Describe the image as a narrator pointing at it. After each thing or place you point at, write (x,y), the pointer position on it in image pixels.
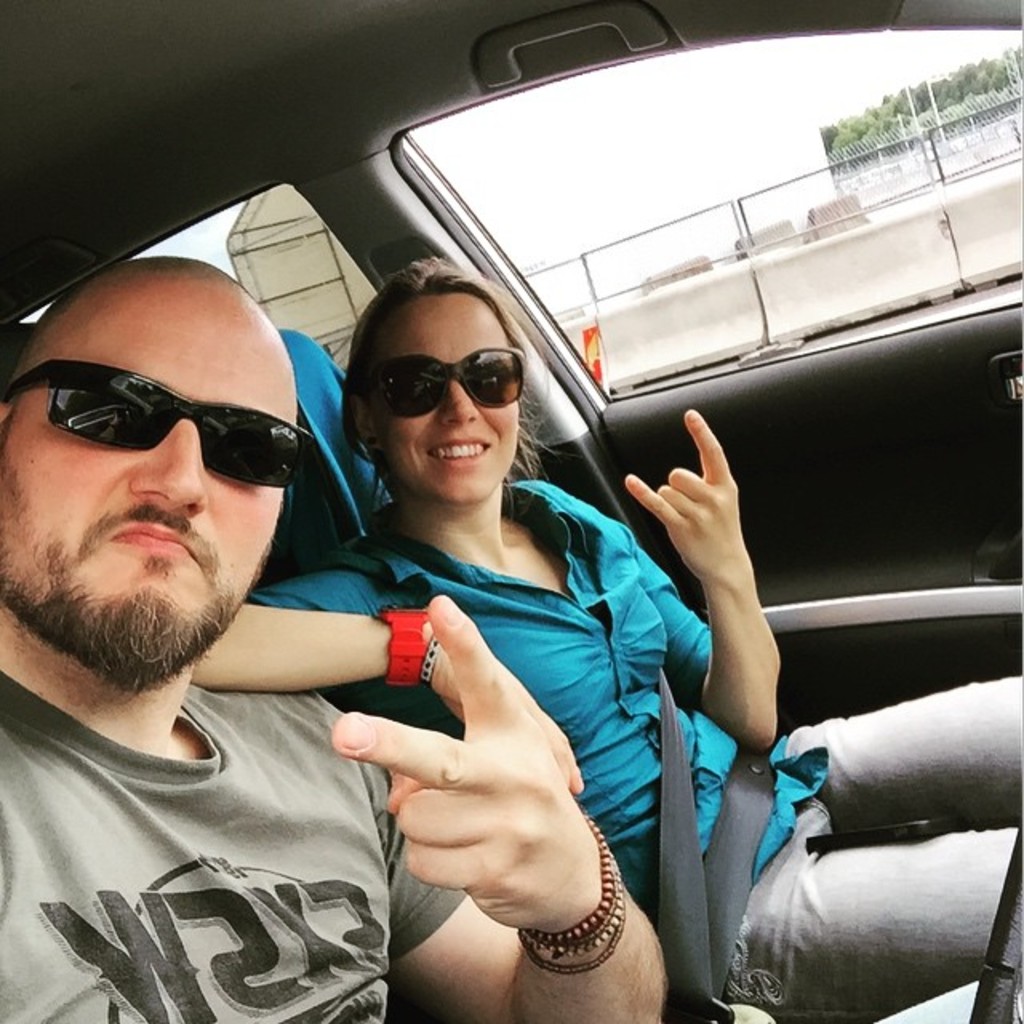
In this image I can see a man (38,980) and a woman (516,567) are sitting in a car (775,432). I can see smile on her face (491,429) and both of them are wearing sunglasses (210,463). In the background (818,204) I can see number of trees (868,131) and fencing (885,166).
